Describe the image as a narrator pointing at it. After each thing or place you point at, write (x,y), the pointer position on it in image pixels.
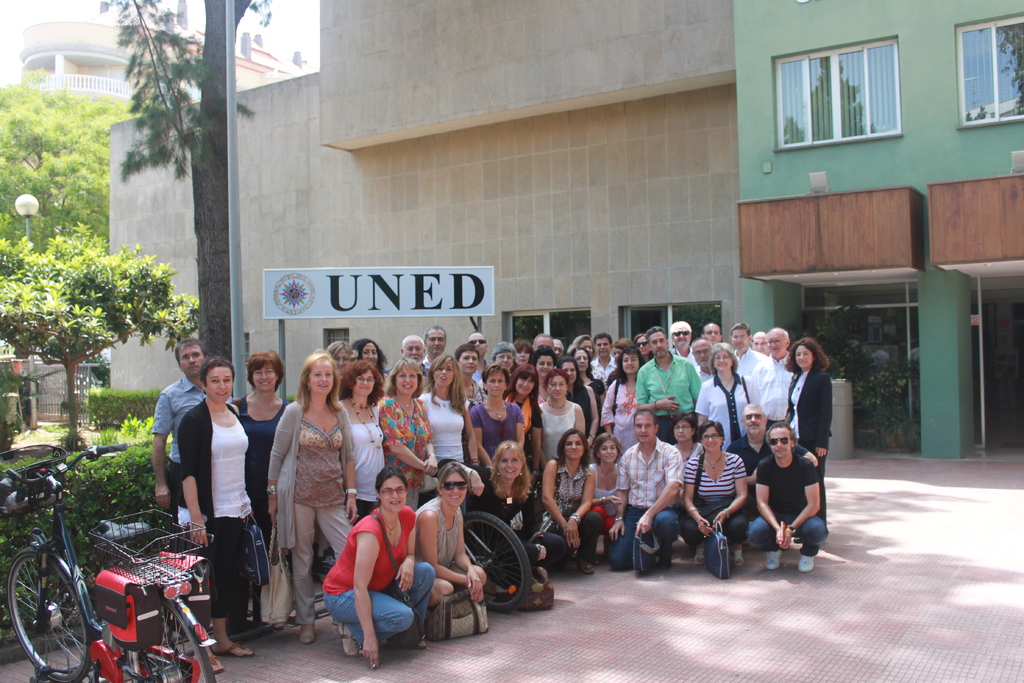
In the picture we can see a group of people (541,433) standing on the path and smiling and some people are sitting on the knees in front of them and beside them we can see some bicycles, and behind it we can see some pole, tree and plants (139,451) and a building (175,204) with some glass windows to it and besides the building (858,425) we can see a pole (29,221) with light (25,204) and behind it we can see many trees (59,139).
